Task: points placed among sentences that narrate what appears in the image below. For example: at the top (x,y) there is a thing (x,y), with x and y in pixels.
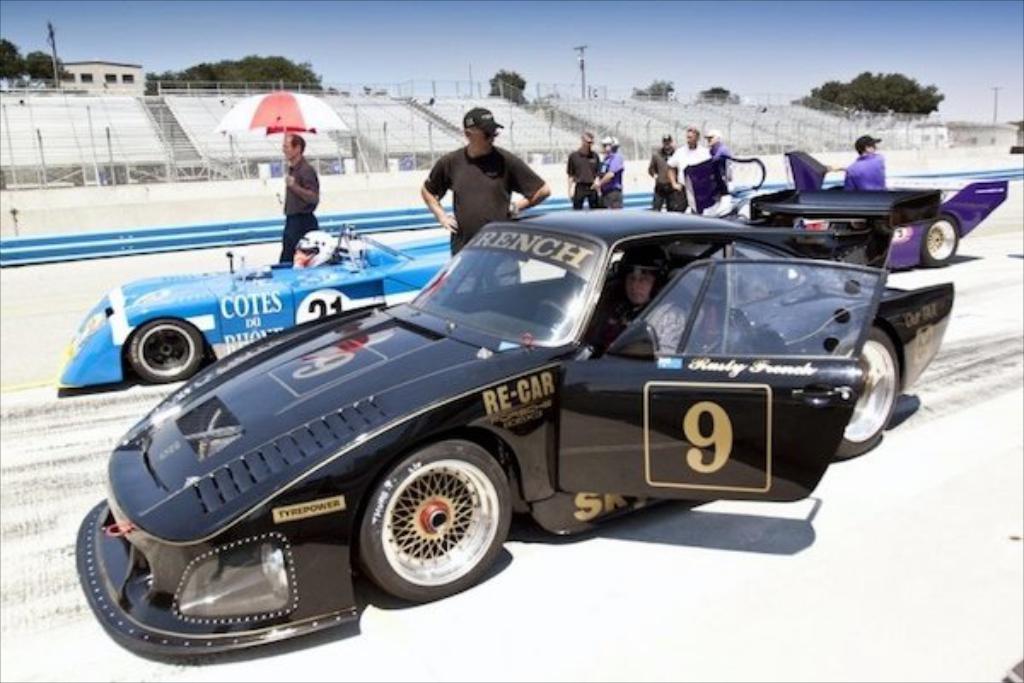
In this image, we can see few vehicles (601,347) on the road (728,675). Few people (632,317) are inside the vehicle (414,309). Few are outside the vehicle (990,207). Here we can see a person (297,190) is holding an umbrella (287,128). Background (726,103) we can see rods (369,124), trees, house (139,89), poles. Top of the image (572,95), there is a sky (519,48).
